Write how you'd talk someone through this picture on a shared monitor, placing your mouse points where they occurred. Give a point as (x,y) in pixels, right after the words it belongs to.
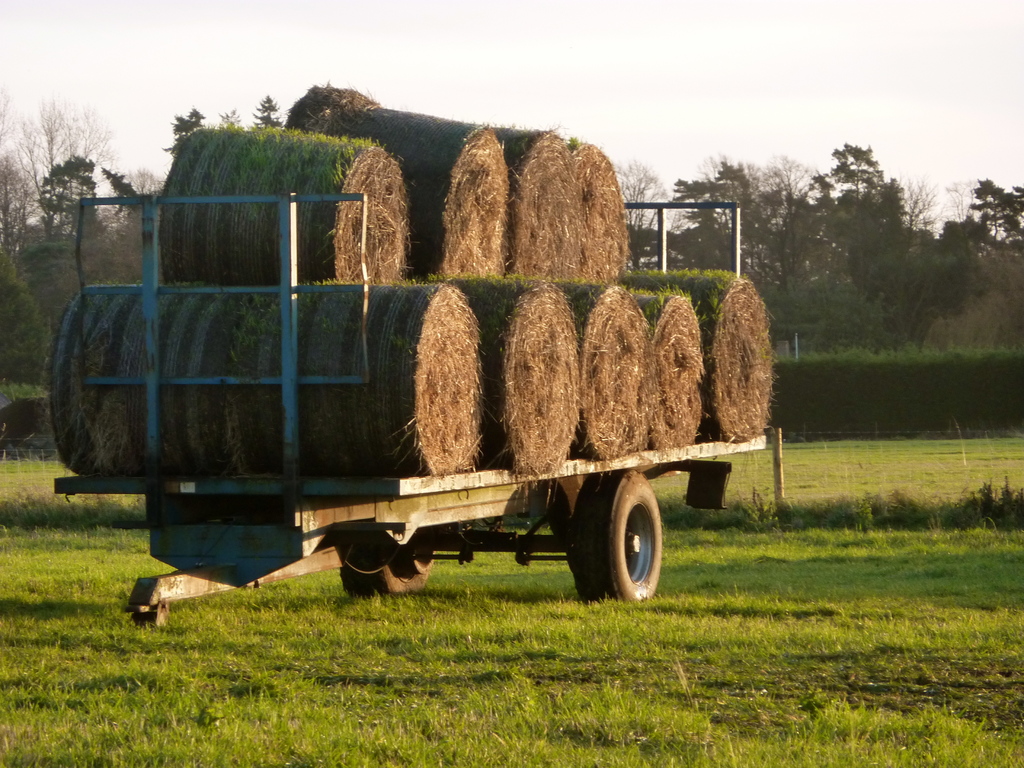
In the image we can see a vehicle (410,526), on the vehicle (318,507) there are Hay (383,395). There is a grass (702,679), tree (882,301), pole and a sky (693,94).
